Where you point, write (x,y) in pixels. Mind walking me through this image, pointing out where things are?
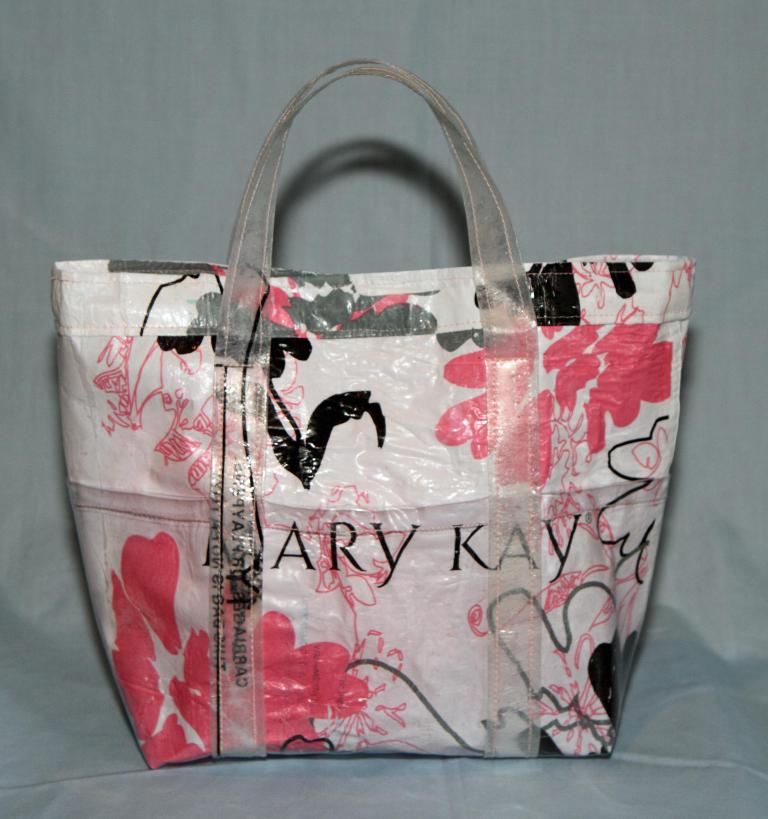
in this image the bag (180,609) is there on the floor (21,718) the color of the bag (355,425) is white, pink and black and ash also and on the bag (402,475) some text (255,545) is there mary kay and the background (603,25) is ash in color.
